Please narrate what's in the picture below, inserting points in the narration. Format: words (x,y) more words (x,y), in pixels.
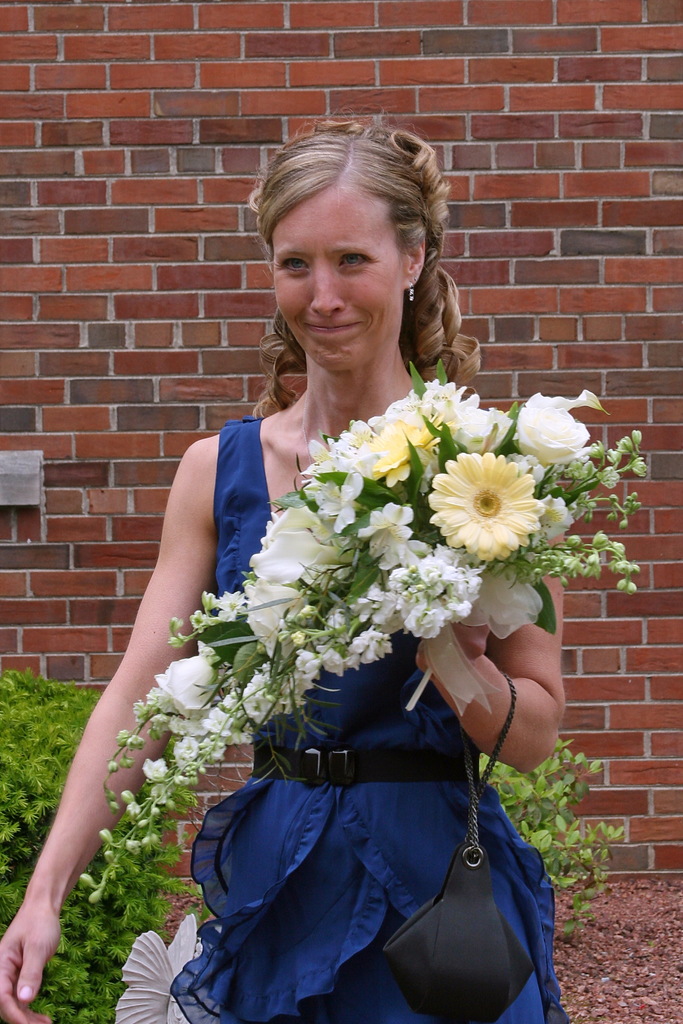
This image consists of a person (202,931). She is wearing a blue dress (298,806), she is holding flowers (369,603) in her hand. There are bushes (43,780) at the bottom (39,693).
